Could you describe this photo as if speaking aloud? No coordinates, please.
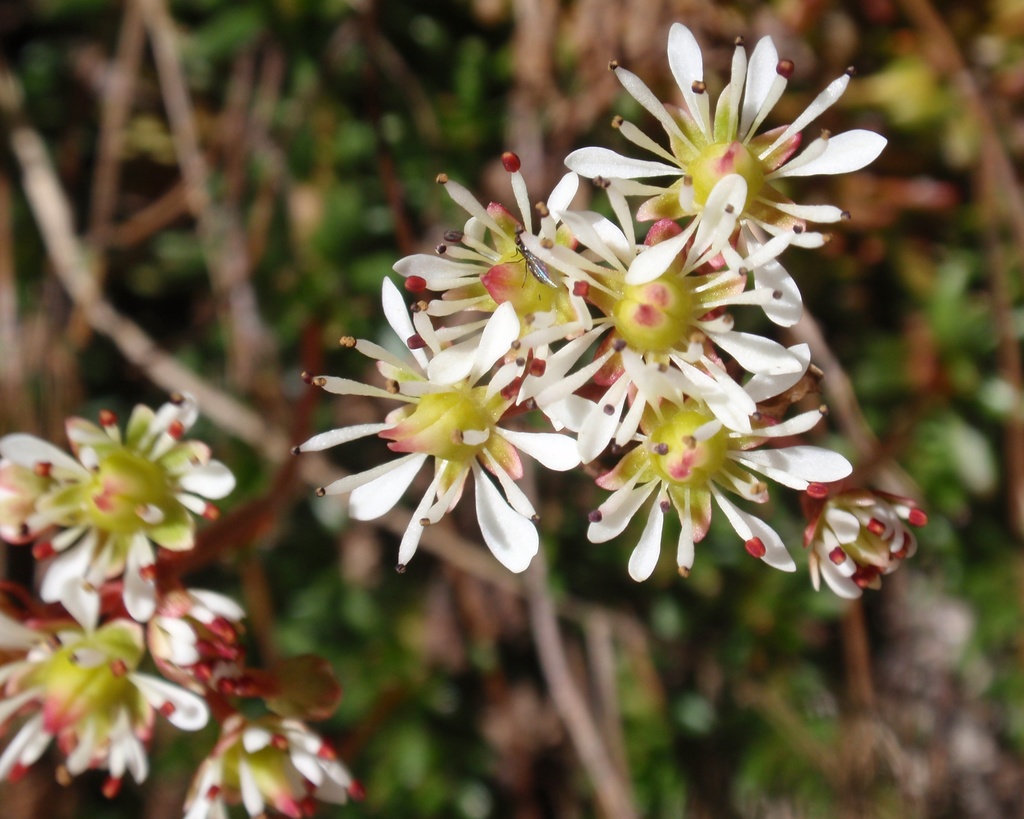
In this picture we can see white and green color flower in the image. Behind there is a blur image.
